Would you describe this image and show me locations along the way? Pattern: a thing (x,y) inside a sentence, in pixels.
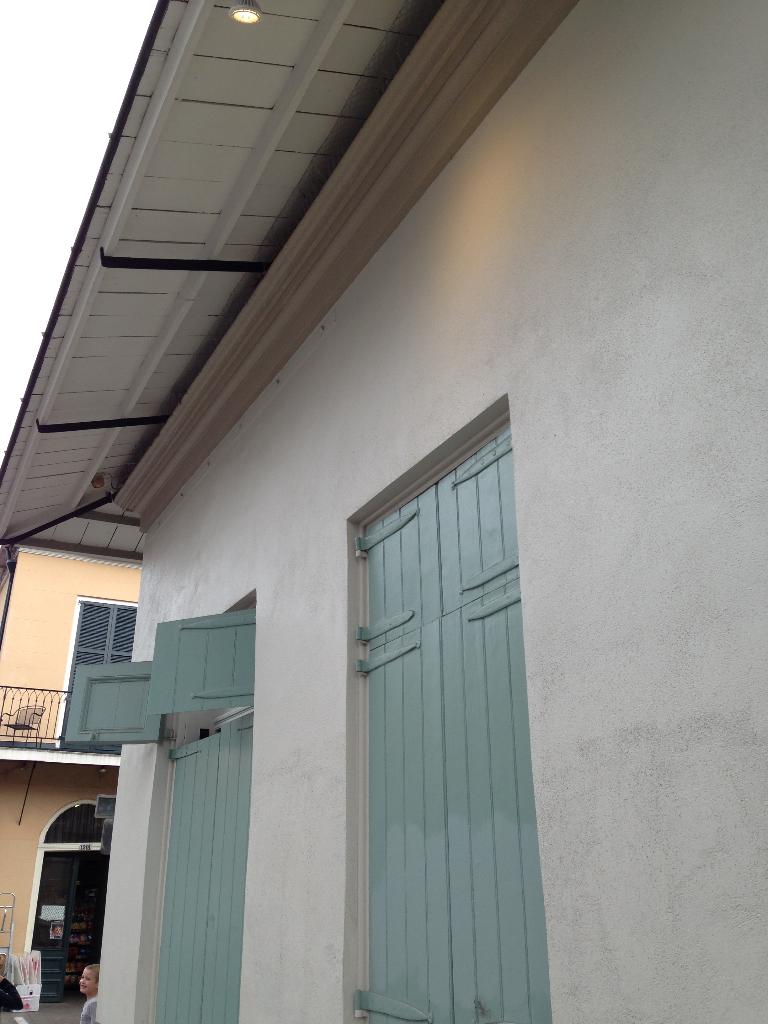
In this image there are buildings (107,728). At the top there is a light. At the bottom (94,1019) there is a kid (91,998).
